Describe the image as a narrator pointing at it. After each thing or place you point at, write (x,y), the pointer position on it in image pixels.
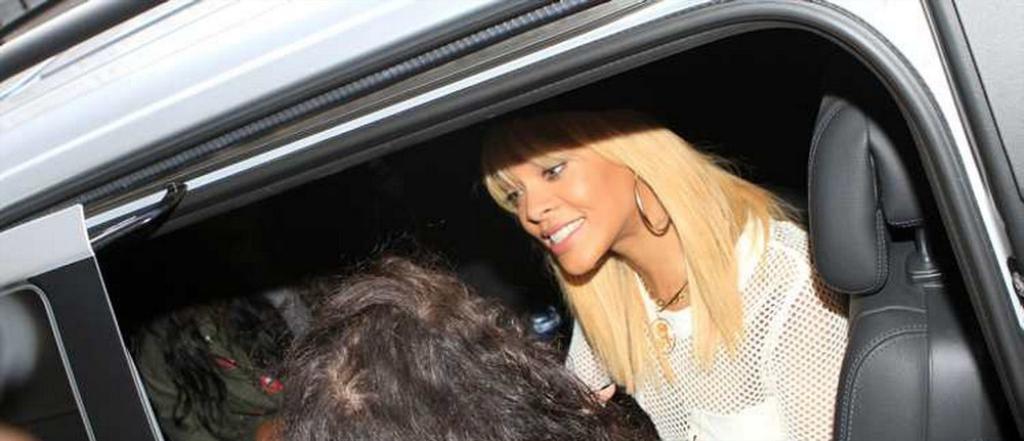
In the image there is a woman (629,209) inside a car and beside her there are two other people (329,352).
